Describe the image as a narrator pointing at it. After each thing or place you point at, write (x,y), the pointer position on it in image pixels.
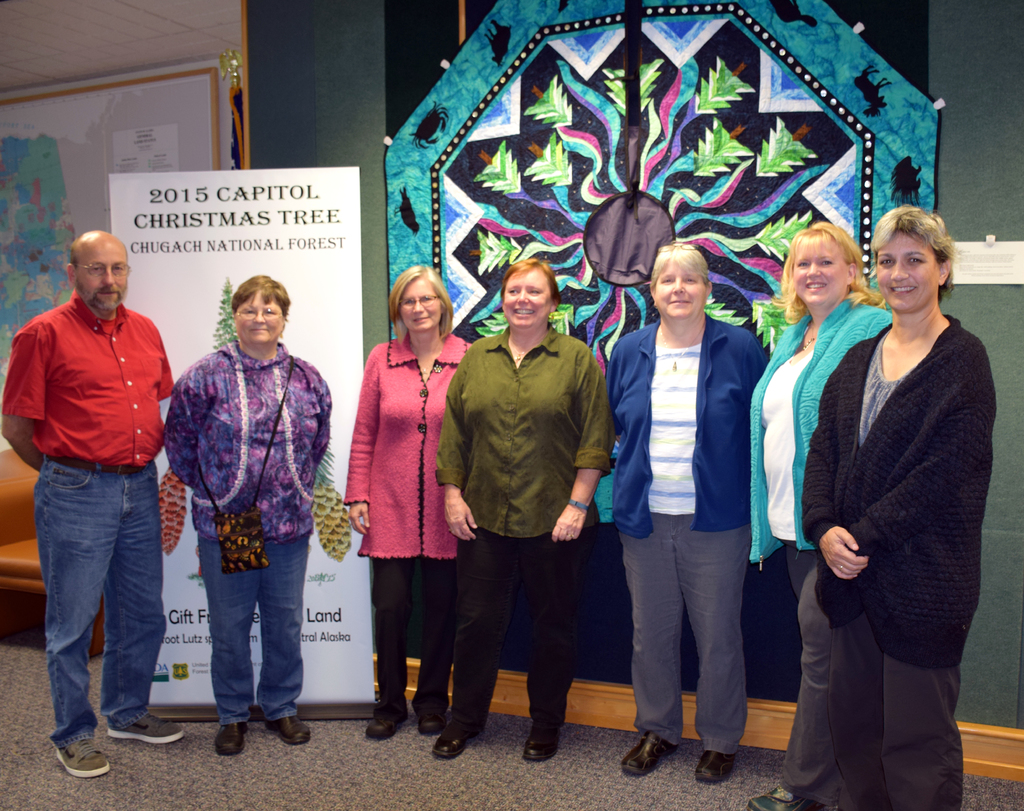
In this image I can see there are few persons (950,361) standing in front of the wall (334,125), on the wall (295,149) I can see the design (637,156) and I can see a board (199,229) visible in the middle (351,384) kept on the floor (142,746), on the left side (35,194) I can see another board (57,182), on the board (49,237) I can see a map (31,216).
